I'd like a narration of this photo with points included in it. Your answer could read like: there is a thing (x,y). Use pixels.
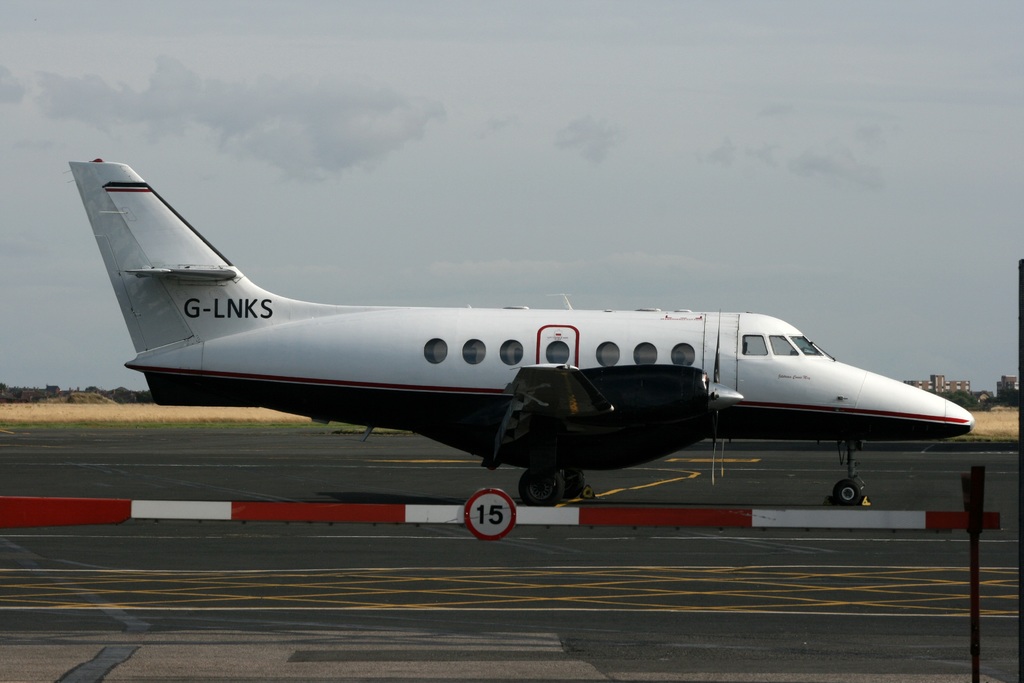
In the image I can see a white color airplane (487,368) on the road (612,485). In the background (995,399) I can see buildings (976,397), trees (949,394) and the sky (469,195).
